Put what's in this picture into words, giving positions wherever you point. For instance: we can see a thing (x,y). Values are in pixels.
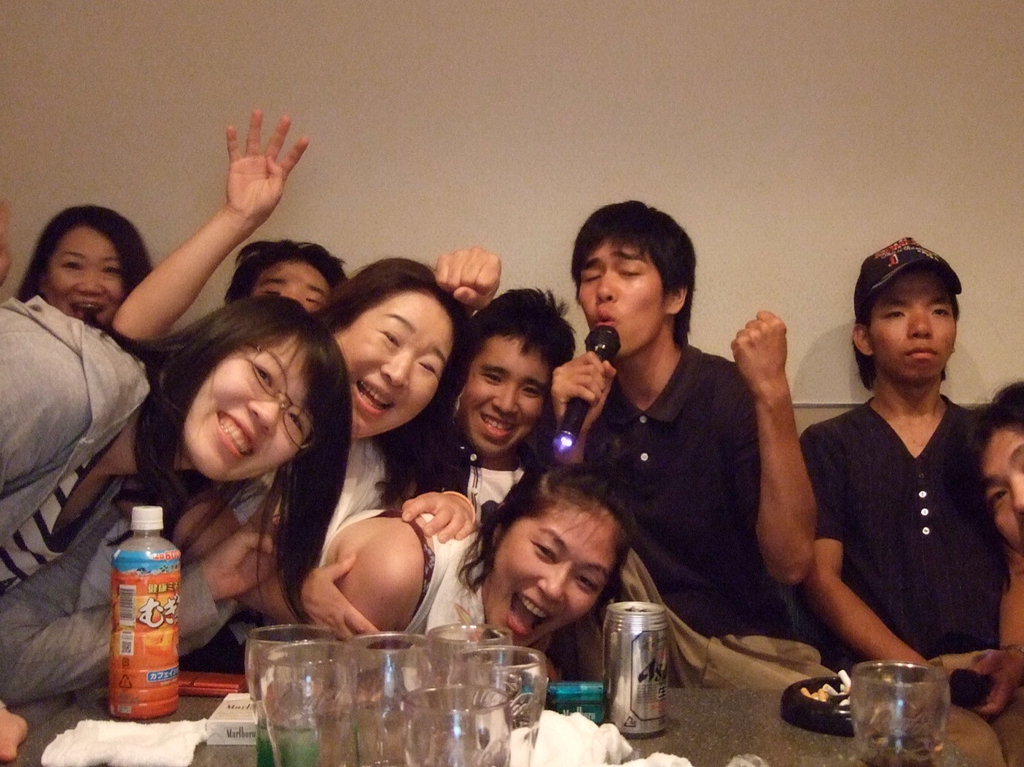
In this image we can see group of people (644,452), a person (703,451) is holding a mic (582,401) and in front of them there is a table (720,735) and on the table (679,752) there are glasses (417,679), bottle (148,568), a tin (612,648) and few objects (841,713) and a wall (556,208) in the background (581,132).
